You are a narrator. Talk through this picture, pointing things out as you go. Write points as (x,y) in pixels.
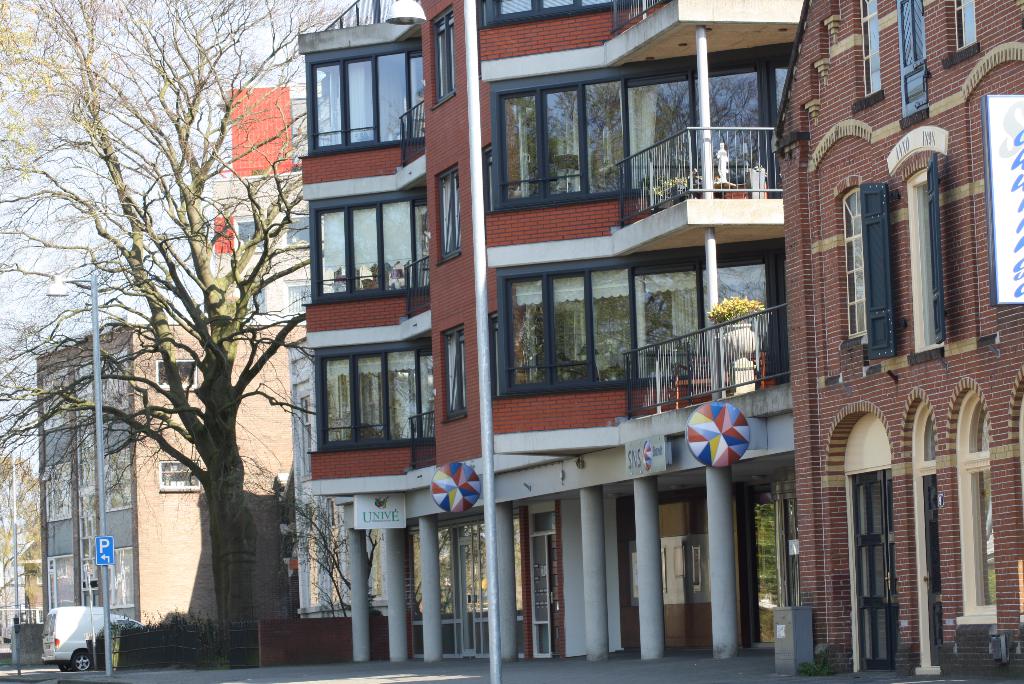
In this image we can see buildings (790,269), a potted plant (745,353) in the building (598,425), in front of the building (160,517) there is a pole (104,584) with sign board (98,552) attached to the pole (103,568), tree (101,270) and a vehicle (68,630) and sky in the background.
